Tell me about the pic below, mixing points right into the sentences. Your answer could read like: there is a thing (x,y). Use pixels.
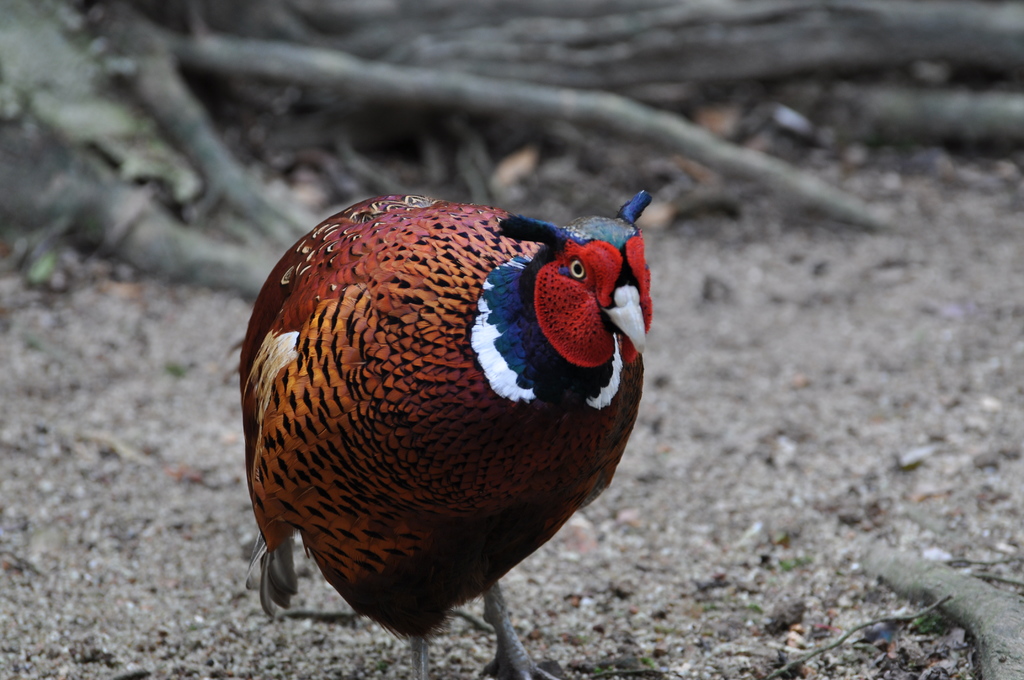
In the image in the center (545,388) we can see one bird (469,429), which is in brown and red color. In the background (493,184) we can see woods (23,196).
